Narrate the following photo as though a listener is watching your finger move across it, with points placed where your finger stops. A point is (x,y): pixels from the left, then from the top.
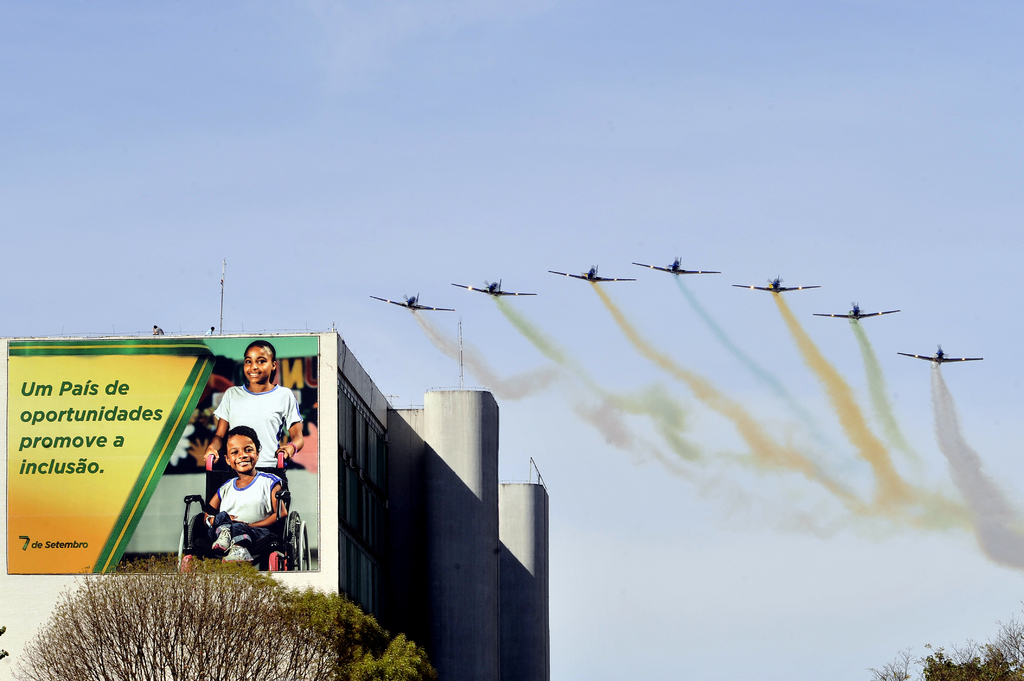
On the left side of the picture (319,447), we see a building (387,487) in white color. We see a hoarding board (233,483) in green and yellow color is placed on the building (178,343). We see two men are standing on the terrace (259,334) of the building (378,527). In the left bottom of the picture (206,607), we see a tree (266,629). In the right bottom of the picture (929,646), we see a tree (986,673). At the top of the picture (540,124), we see the sky (541,318) and jet planes (380,298) flying in the sky (723,327).
